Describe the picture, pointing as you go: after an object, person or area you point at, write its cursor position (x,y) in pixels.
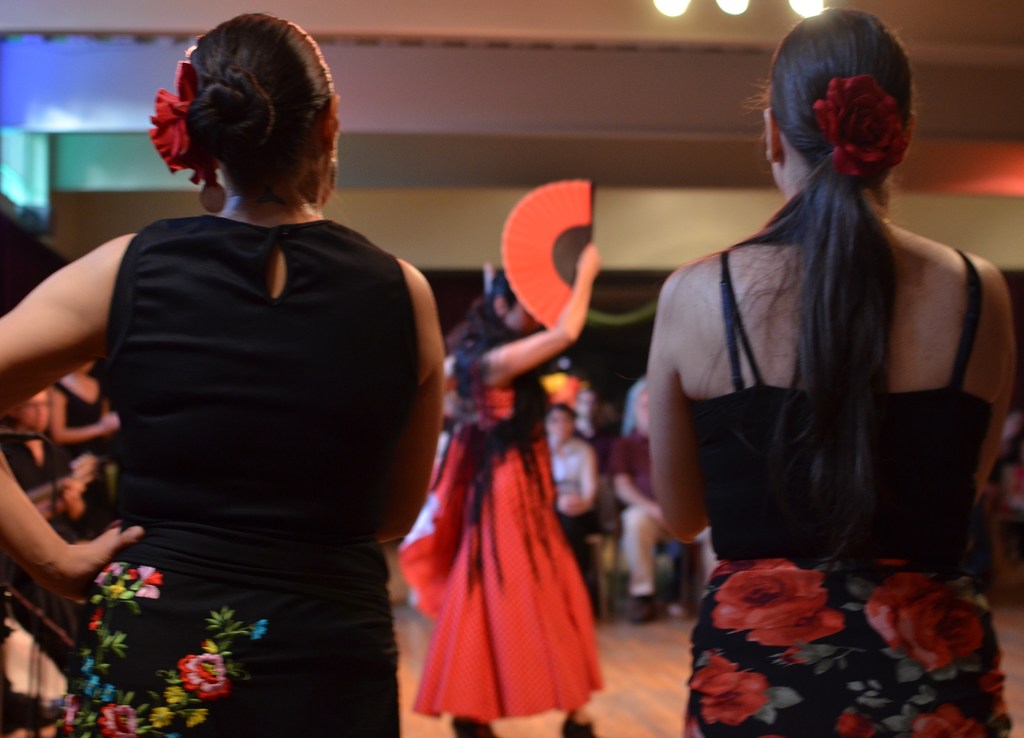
This picture is inside view of a room (649,233). In the center of the image (498,339) a lady (450,367) is standing and holding an object (515,266). In the background of the image (628,494) some persons (9,567) are there. In the middle of the image (593,449) some persons (608,444) are sitting on a chair (604,543). At the top of the image (496,111) roof (546,86), lights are present. In the middle of the image (476,255) wall (622,241) is there. At the bottom of the image (655,665) floor (655,665) is there.
